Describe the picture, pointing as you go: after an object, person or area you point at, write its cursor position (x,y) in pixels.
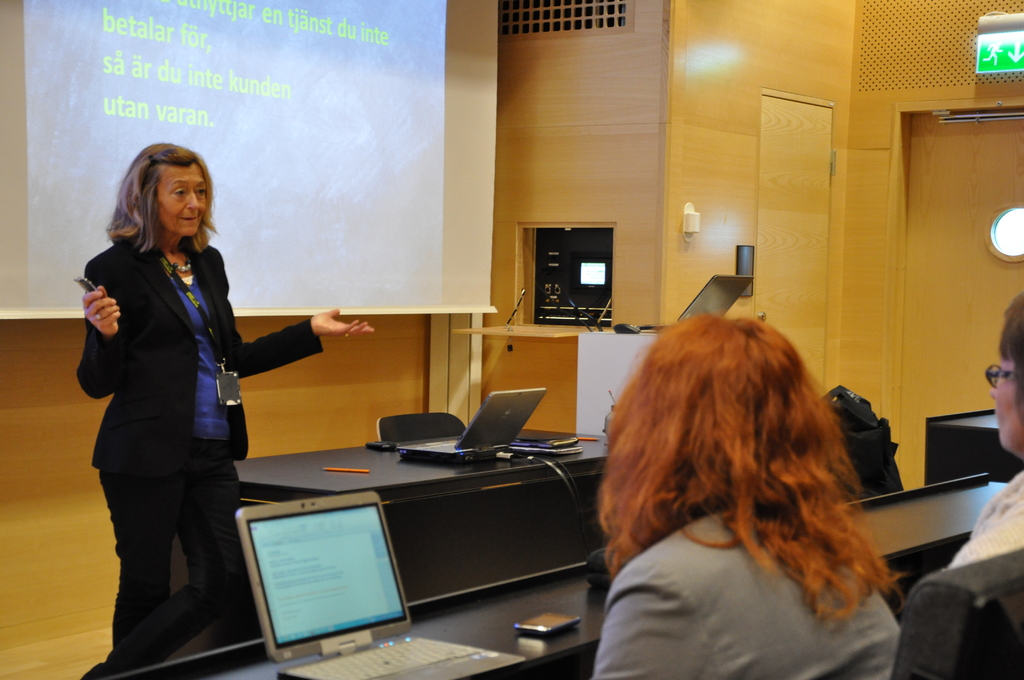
In this picture we can see a woman (164,532) in the black blazer (163,460). On the right side of the image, there is a laptop (487,451), cables (568,469) and some objects (542,451) on the table (450,474). On the right side of the table (394,484) there are some items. Behind the woman (176,272), there is a projector screen (233,101). At the bottom right corner of the image (735,624), there are two persons (809,526) and in front of the two persons (671,622) there is another table (540,666). On the table (532,642) there is a laptop (372,616) and a mobile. At the top right corner of the image (937,204), there is a door (951,148) and a sign board (1006,59).
